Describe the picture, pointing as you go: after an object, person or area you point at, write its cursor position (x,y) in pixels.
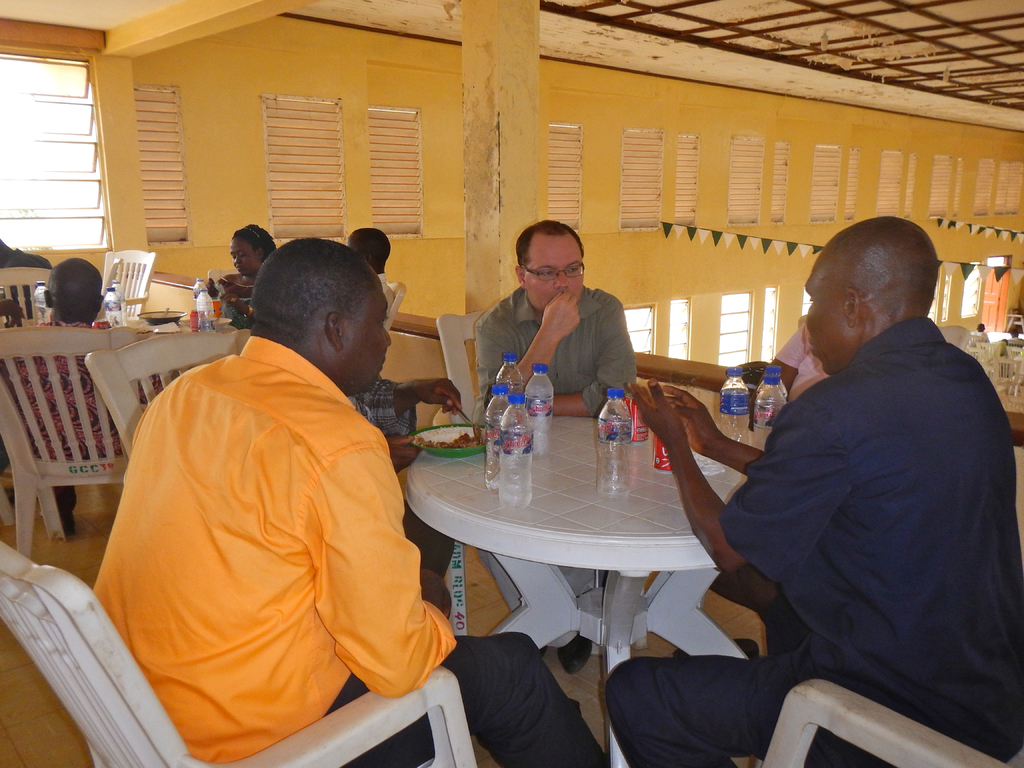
In this image there are group of people (197,373) who are sitting, in the middle of the image (556,360) there are five men (425,386) who are sitting on a chair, and in front of them there is one table (604,517) and on the table (596,476) there are some bottles (525,431) and one bowl (443,443) and some food (450,440) in it. On the left side (98,296) there are three persons (80,303) who are sitting. On the top of the left corner (80,125) there is one window (17,144). In the middle of the image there is one pillar (506,121) and ceiling (623,33), and in the middle of the image (676,321) there are some windows (641,184) and some flags (947,268) are there.
